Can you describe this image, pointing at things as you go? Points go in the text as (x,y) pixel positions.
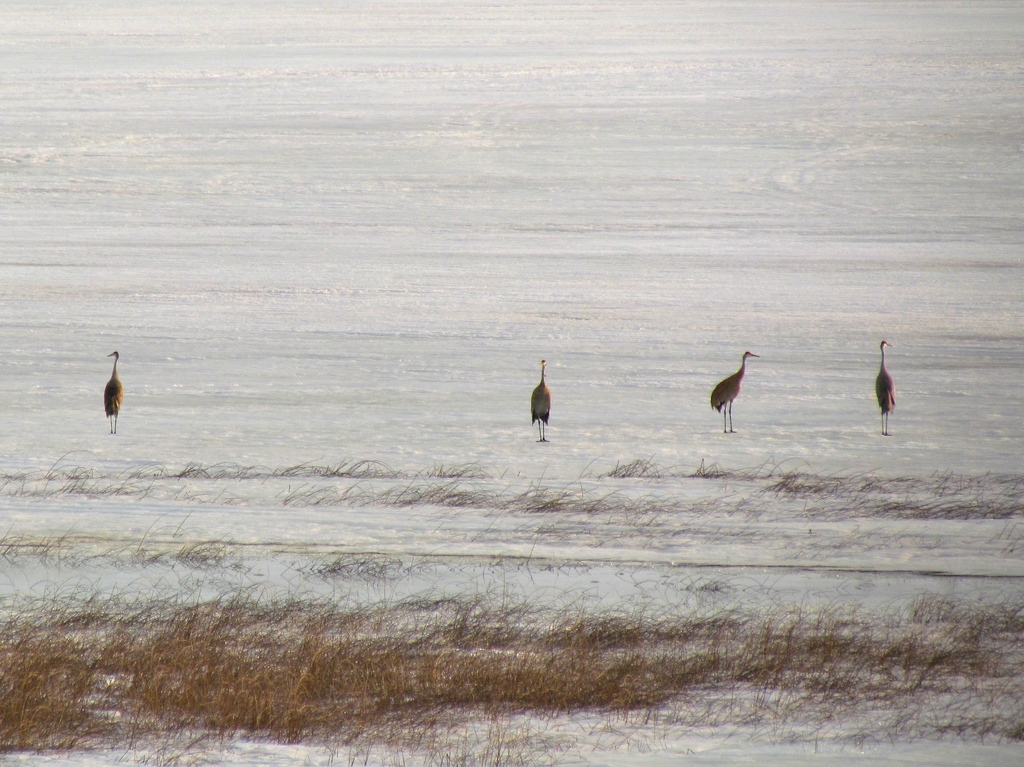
In this image I can see ground (350,87) full of snow (525,349) and on it I can see four birds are standing. On the bottom side of the image (886,625) I can see grass (886,513) on the ground (502,610).
